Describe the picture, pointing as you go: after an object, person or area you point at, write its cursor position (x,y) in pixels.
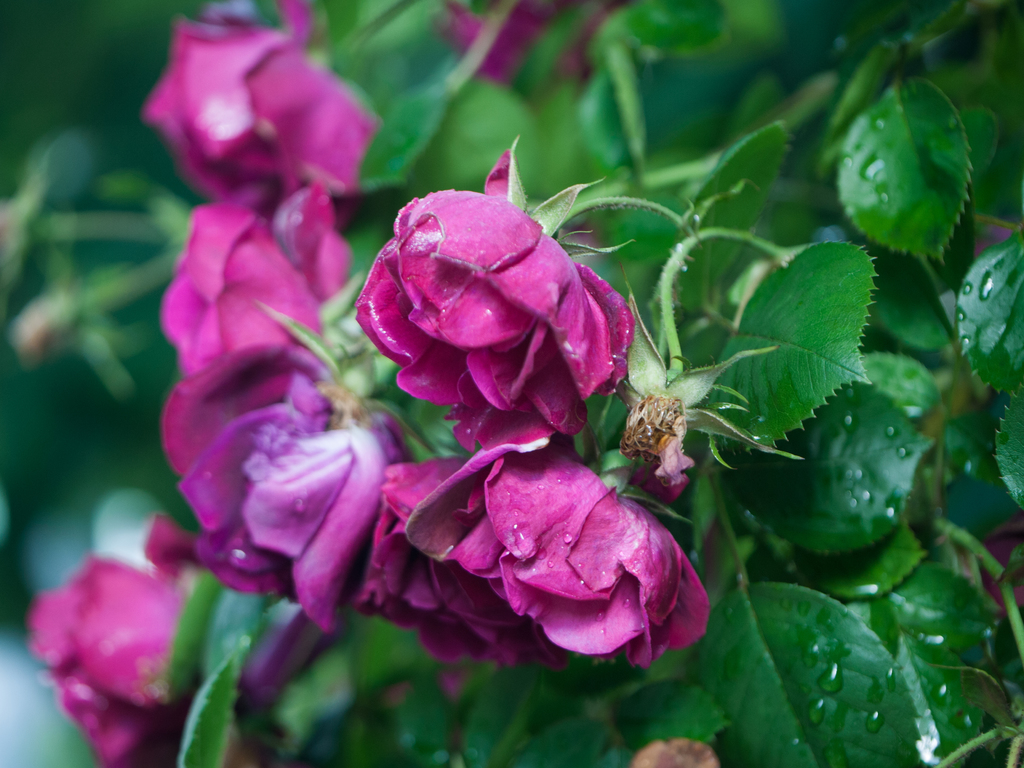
In this image I can see rose plant (486,118) and I can see rose flowers (549,255) and leaves (748,369).
